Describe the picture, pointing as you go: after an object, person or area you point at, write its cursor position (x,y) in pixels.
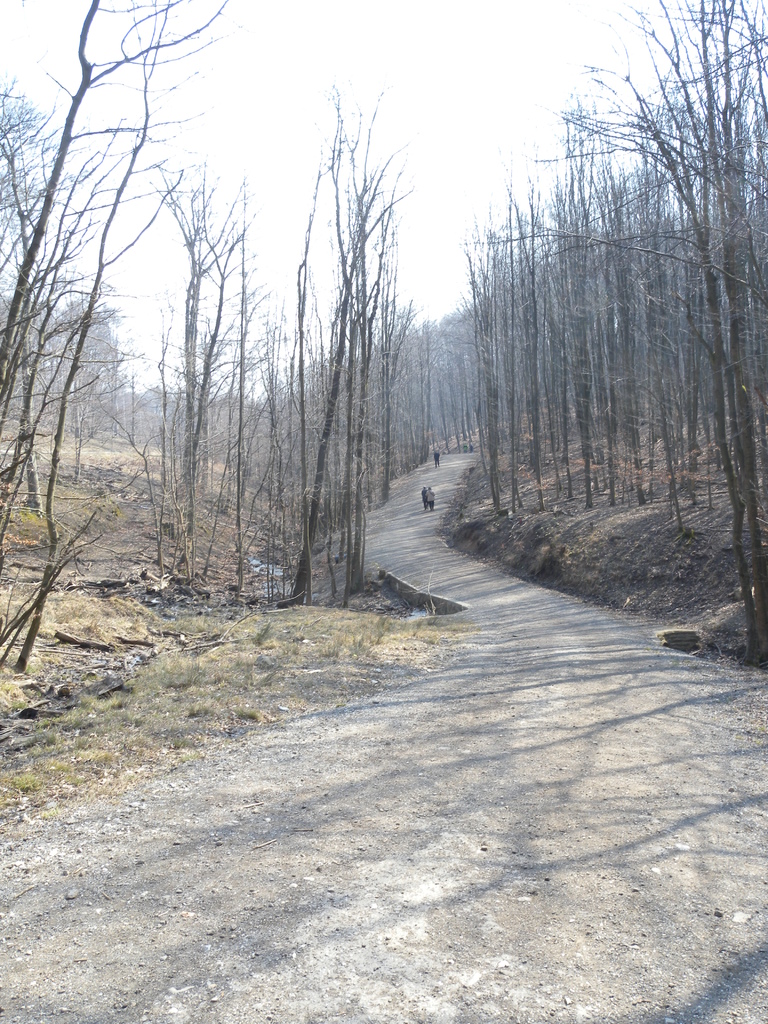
In the center of the image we can see group of persons (426,497) standing on the road (439,568). In the background (502,131), we can see group of trees (267,542), grass (196,683) and the sky (307,135).
